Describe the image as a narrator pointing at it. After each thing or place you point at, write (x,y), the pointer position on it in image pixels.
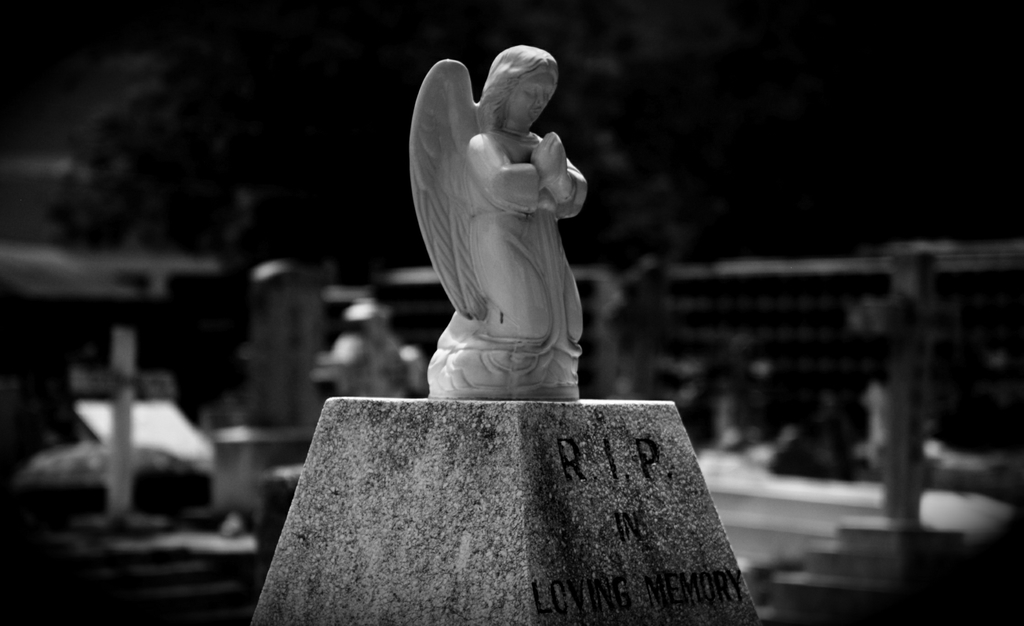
This is a black and white image. There is a small statue (550,335) in the middle (540,358).
